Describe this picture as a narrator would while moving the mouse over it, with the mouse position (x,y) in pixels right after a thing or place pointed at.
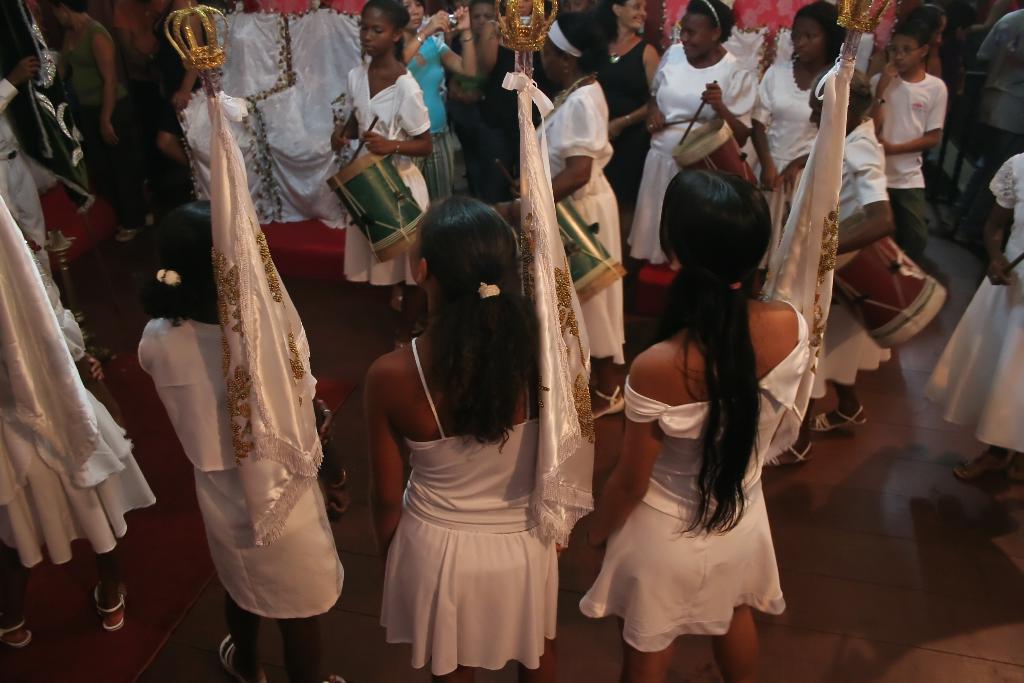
In this picture I can see there are few women (666,491) standing here and they are holding flags (233,352) and there are few people (878,197) playing the drums (367,208).
